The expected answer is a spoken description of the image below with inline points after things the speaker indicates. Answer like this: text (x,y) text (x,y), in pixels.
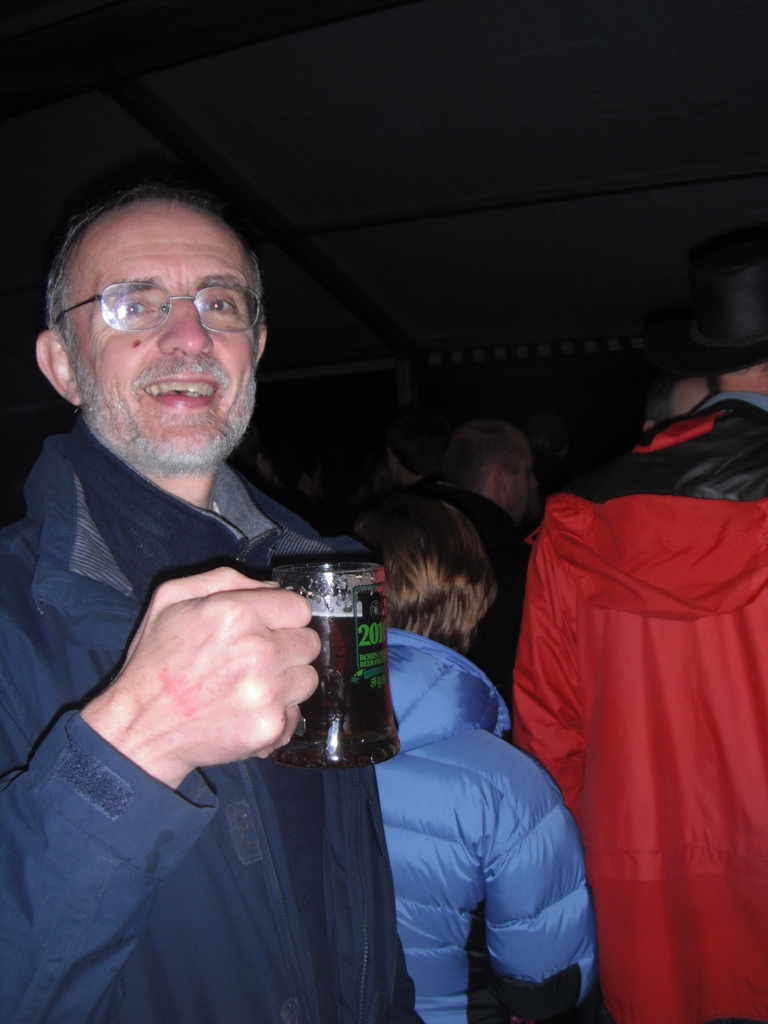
In this image I can see the person (103,424) smiling and holding the glass (353,671). To the left of him there are many people (555,514) standing.
